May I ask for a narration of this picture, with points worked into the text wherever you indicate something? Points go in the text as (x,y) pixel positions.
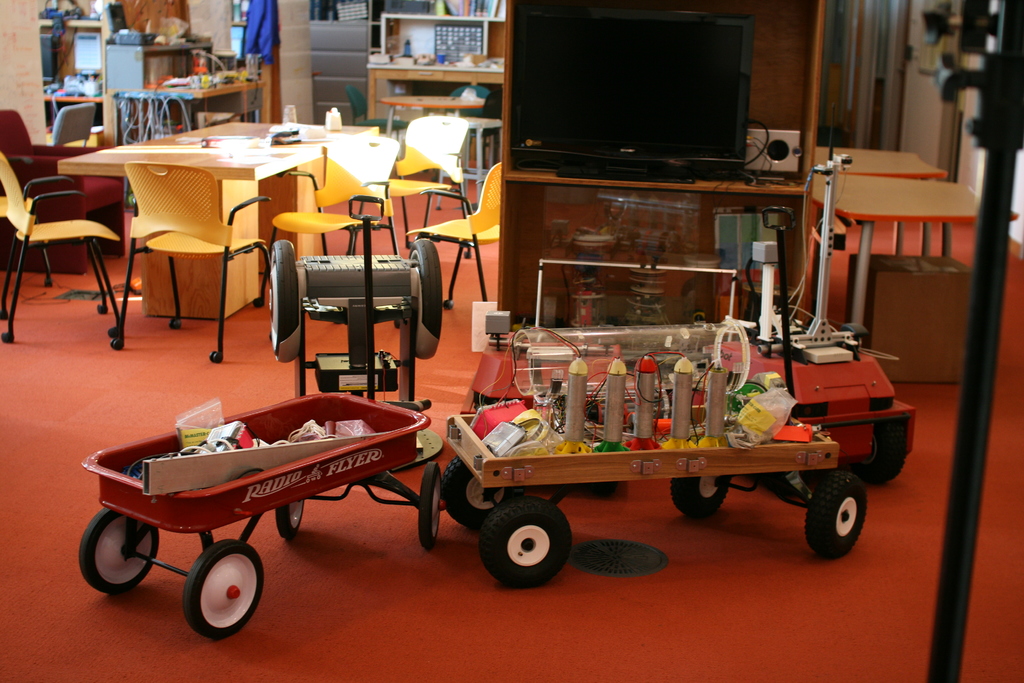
This is the table (243,163) with few objects (280,135) placed on it. These are the empty chairs (184,240) which are yellow in color. This is the television (566,152) placed on the television stand (703,196). These are the wheel carts (350,445) with objects (534,437) and things (650,418) placed on it. At background (140,88) I can see few objects (198,73) placed on the table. This is the floor (43,579) which is red in color. This looks like a cardboard box (915,339).
